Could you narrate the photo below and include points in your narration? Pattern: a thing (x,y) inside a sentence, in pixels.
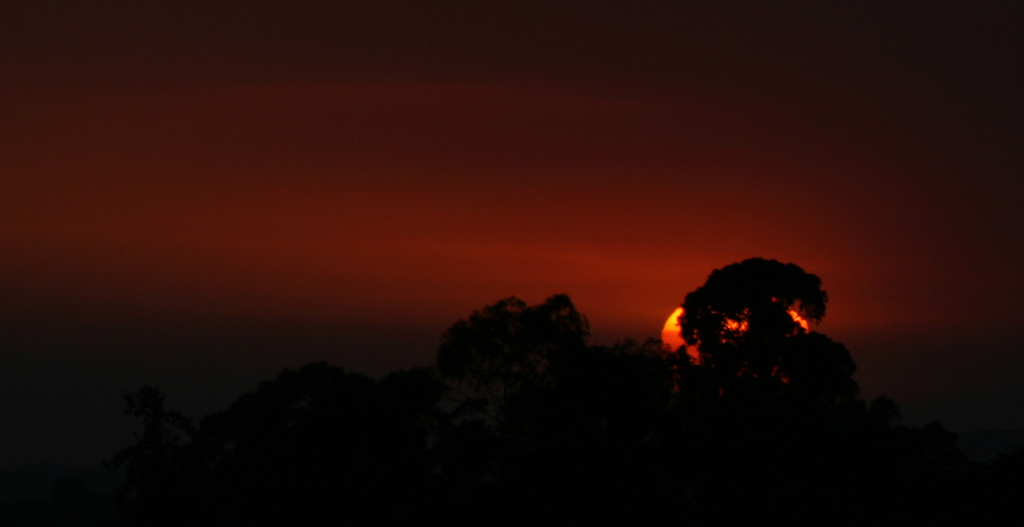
In this picture we can see there are trees (678,358), sun (674,338) and a sky (579,291).
